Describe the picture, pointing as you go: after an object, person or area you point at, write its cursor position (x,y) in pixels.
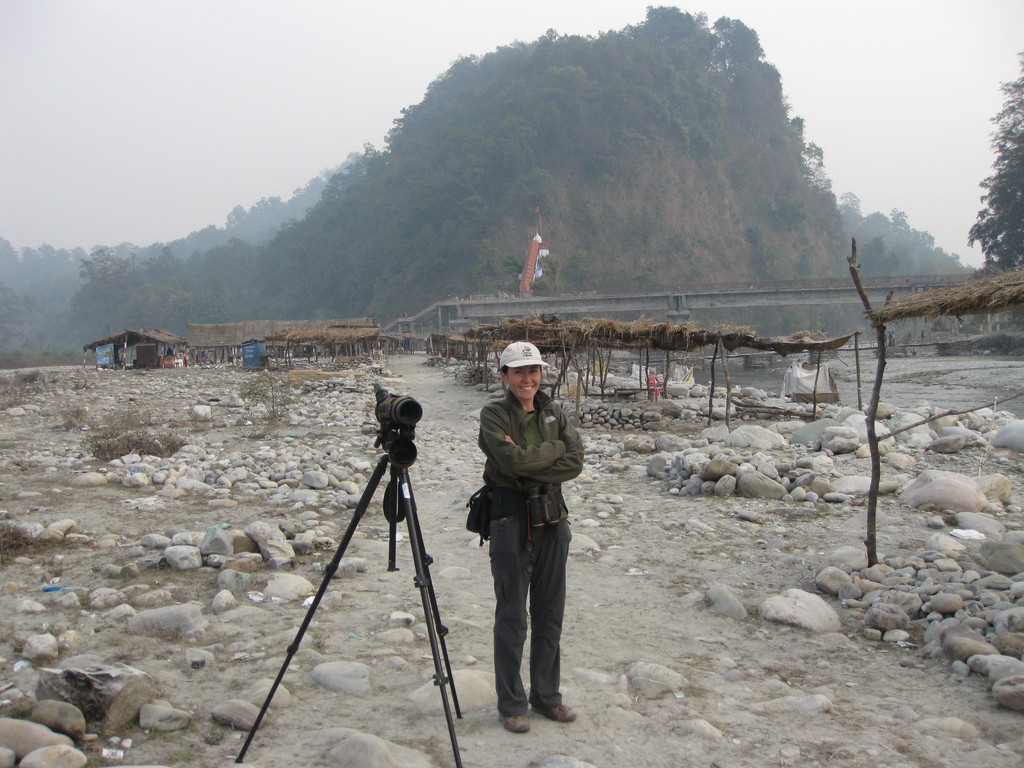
In the center of the image (557,465) we can see a person (513,630) standing. There is a camera (394,442) placed on the stand (429,557). We can see stones (937,501). In the background (903,310) there are sheds (358,321), trees (395,284) and sky (262,66).
